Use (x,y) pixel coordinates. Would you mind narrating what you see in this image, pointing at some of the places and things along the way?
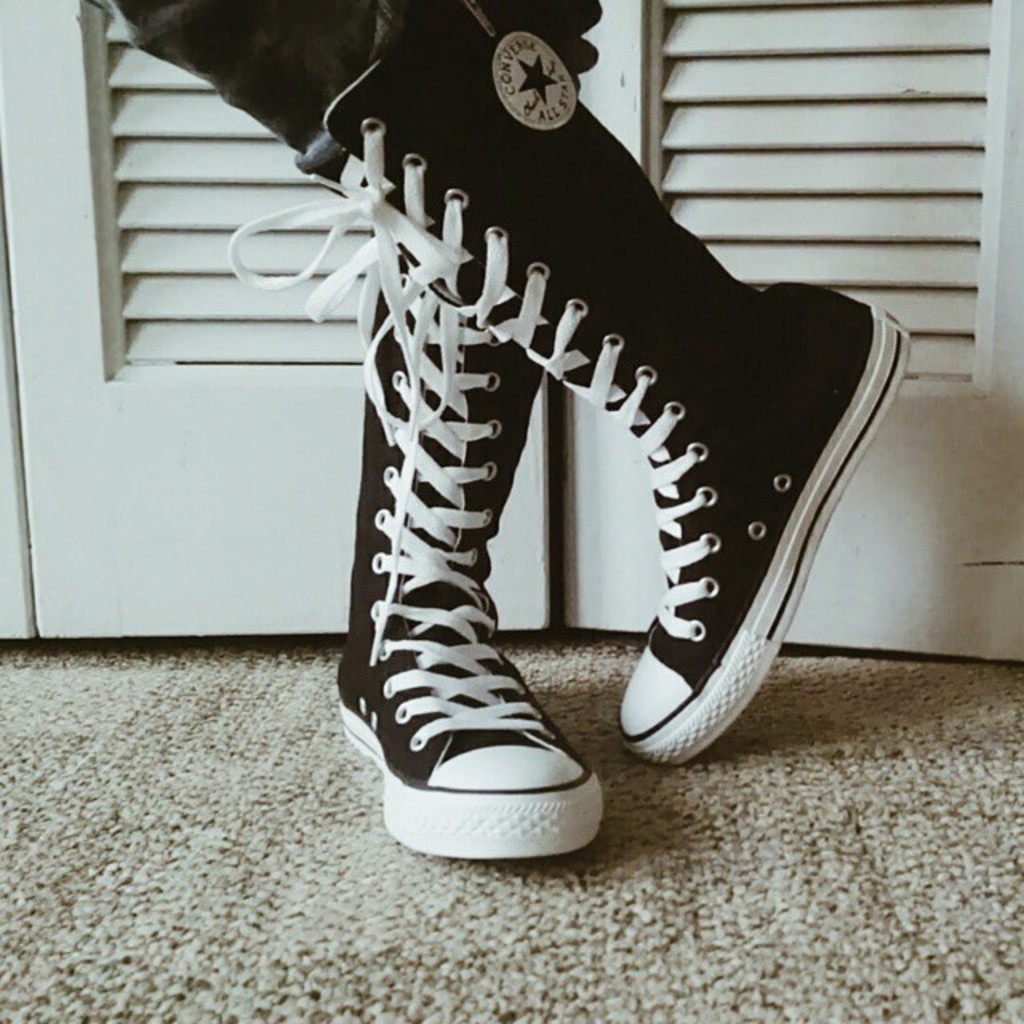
In this image there is a person (397,45) with black and white color shoes (449,733) on the carpet (289,857), and in the background (8,125) there are doors (634,29).
